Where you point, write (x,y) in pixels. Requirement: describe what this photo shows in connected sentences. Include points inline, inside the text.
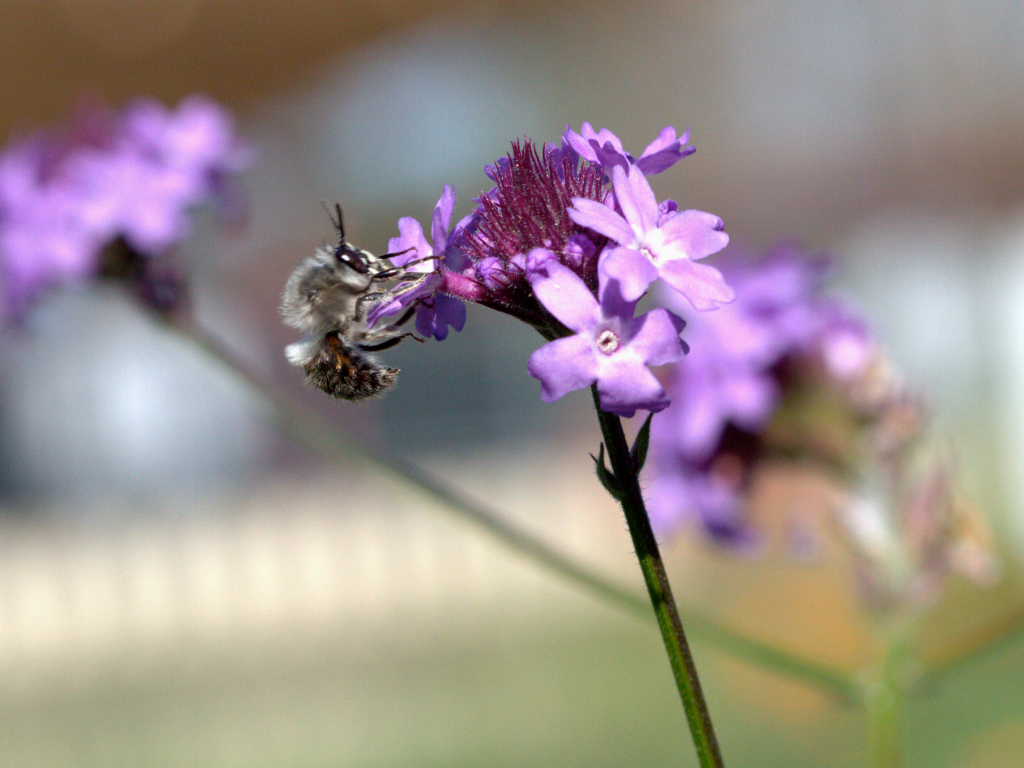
In this image, we can see flowers (606,361) and stem (656,562). Here we can see an insect (336,302) on the flower (436,293). Background (479,379) we can see a blur view.
